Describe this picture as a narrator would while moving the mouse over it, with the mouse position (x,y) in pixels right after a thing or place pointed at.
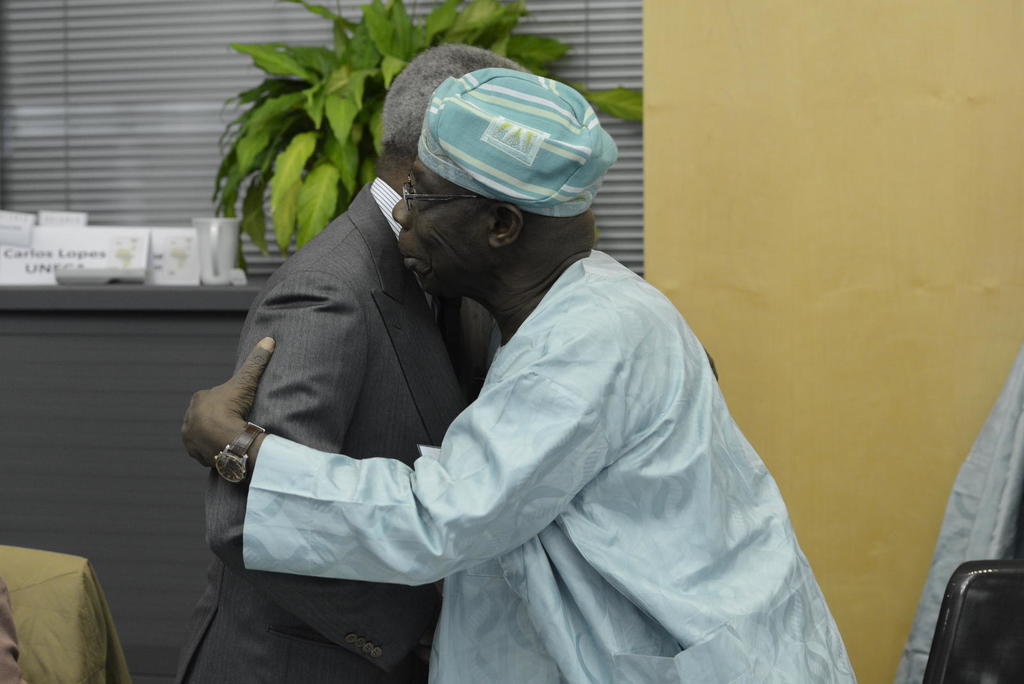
In this picture, we see two men (481,352) are standing and they are hugging each other. The man (358,469) on the right side (696,531) is wearing the spectacles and a watch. In the right bottom (931,620), we see a chair (986,628) and a sheet (992,549) in blue color. In the left bottom (41,611), we see a chair (79,628). Behind that, we see a table (145,339) in grey color on which the cups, name boards (149,238) and flower pot (312,149) are placed. In the background (669,189), we see a wall (727,183) in yellow color and a window blind (243,60).
